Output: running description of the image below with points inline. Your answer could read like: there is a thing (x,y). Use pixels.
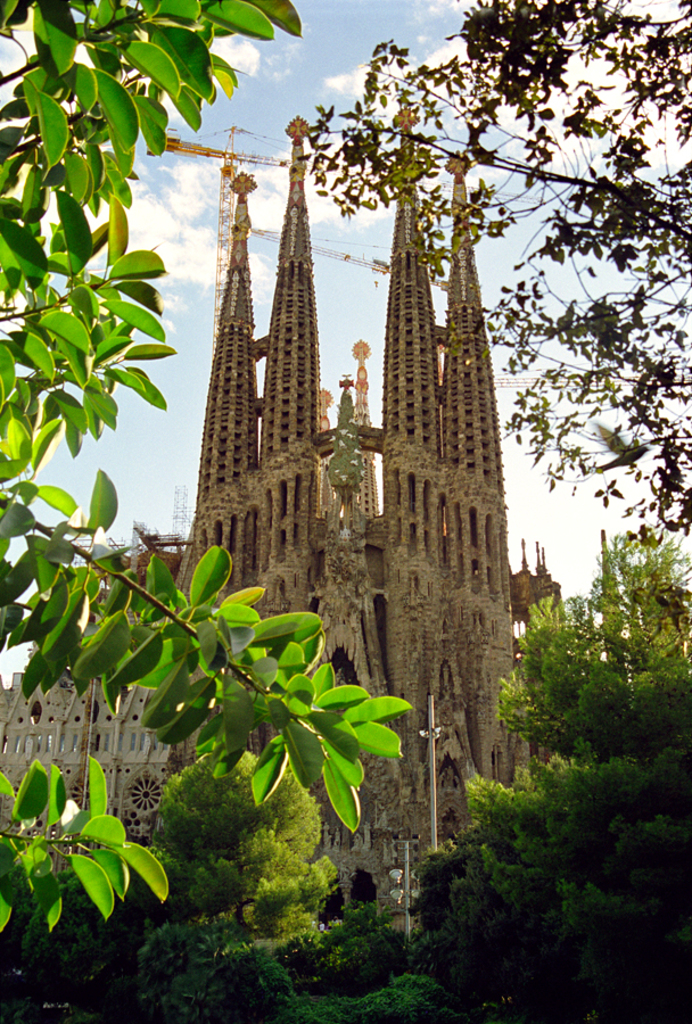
In this image there are leaves (116,495) on the left corner (68,613). There are trees (481,874) on the right corner (626,925) and in the foreground (427,946). There is a spire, there are poles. And there is sky (286,151) at the top (276,143).
